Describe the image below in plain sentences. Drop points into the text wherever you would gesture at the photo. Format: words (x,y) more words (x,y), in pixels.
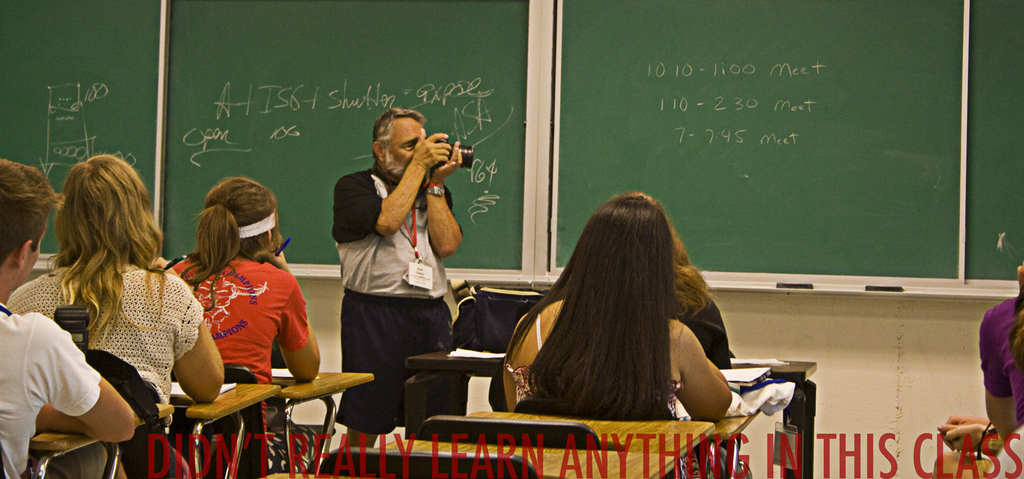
In this image I can see a person (394,254) wearing white and black dress (378,256) is standing and holding a black colored camera (465,153) in his hand (442,169) and I can see few other persons (226,264) sitting on chairs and in the background (899,372) I can see the wall (853,364) and the green colored board (784,121) attached to the wall (849,335).
